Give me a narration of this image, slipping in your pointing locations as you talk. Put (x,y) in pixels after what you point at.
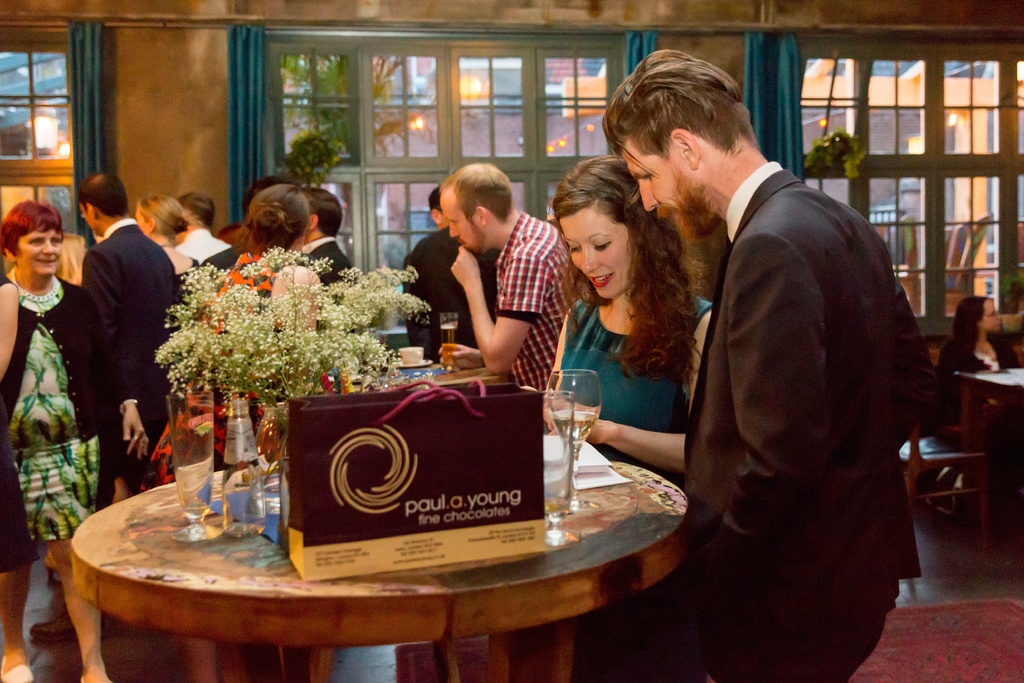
In the picture we can see few people (583,196) are standing near the table (174,519), on the first table (167,493) we can see a man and woman (613,196) standing on the table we can see a bag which is dark in color and near to it there is a glass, some papers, and a plant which is decorated on table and some bottles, in the background (508,173) we can see a windows (521,169), to the wall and there is a curtain (256,116) which is blue in color.
